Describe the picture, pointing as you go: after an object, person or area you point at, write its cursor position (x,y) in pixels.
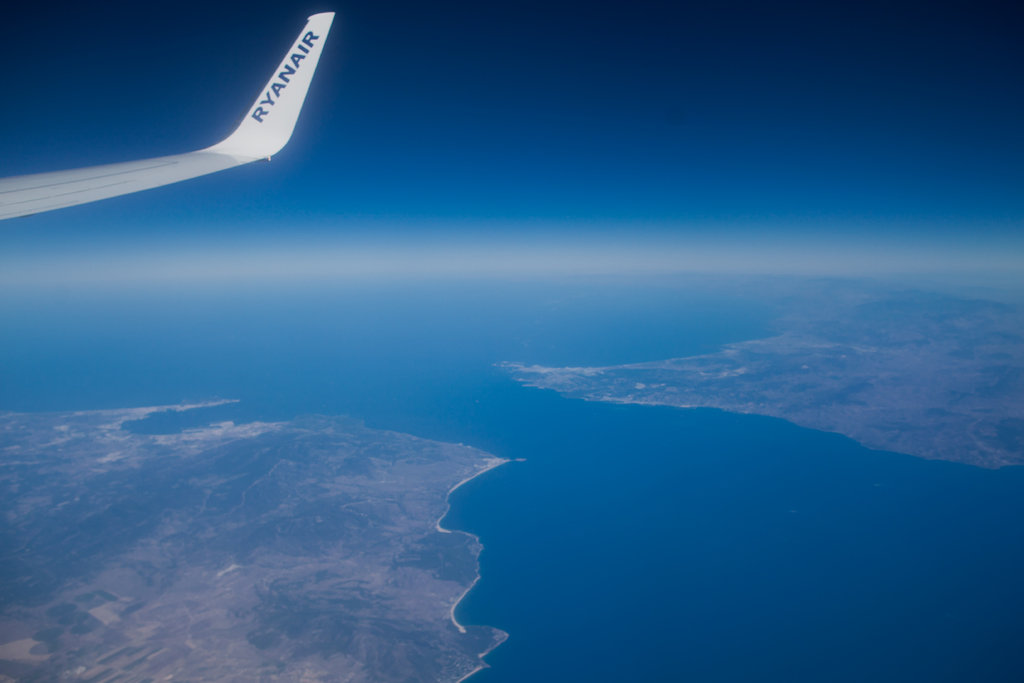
This image is clicked from a plane (78,182). On the left (167,158), there is a wing (253,135) of the plane (193,169). At the bottom (406,619), there are ocean (463,622) and land (219,571). The sky (737,272) looks blue in color.
